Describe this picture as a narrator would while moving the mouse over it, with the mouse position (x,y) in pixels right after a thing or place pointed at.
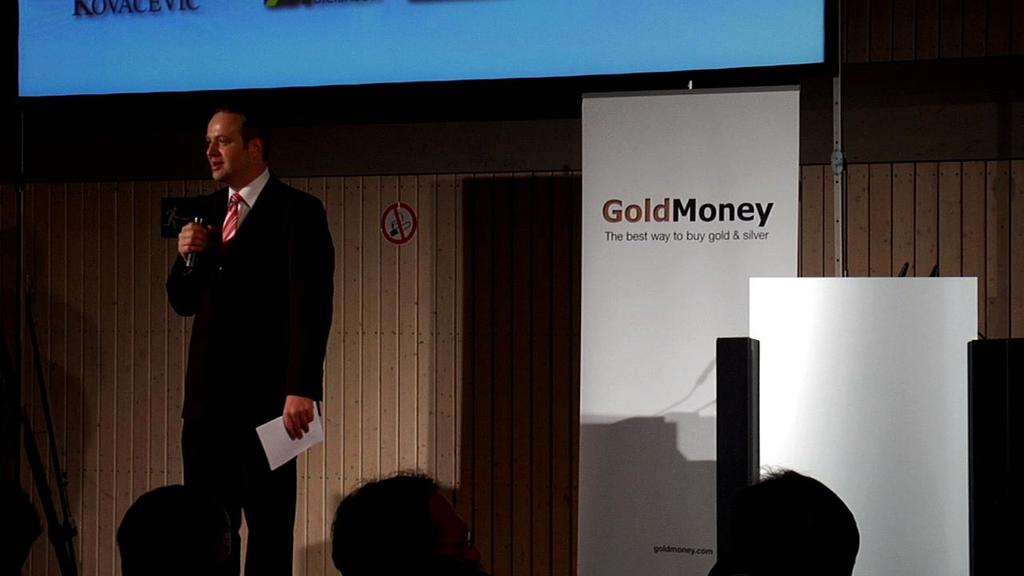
This picture seems to be clicked inside the hall (1004,48) and we can see the group of people (347,551) and there is a person (228,167) wearing suit (238,318), holding some objects (268,458) and standing. In the background (689,197) we can see the text (93,17), some pictures (409,224) and we can see some other objects (590,287) in the background (620,266).
